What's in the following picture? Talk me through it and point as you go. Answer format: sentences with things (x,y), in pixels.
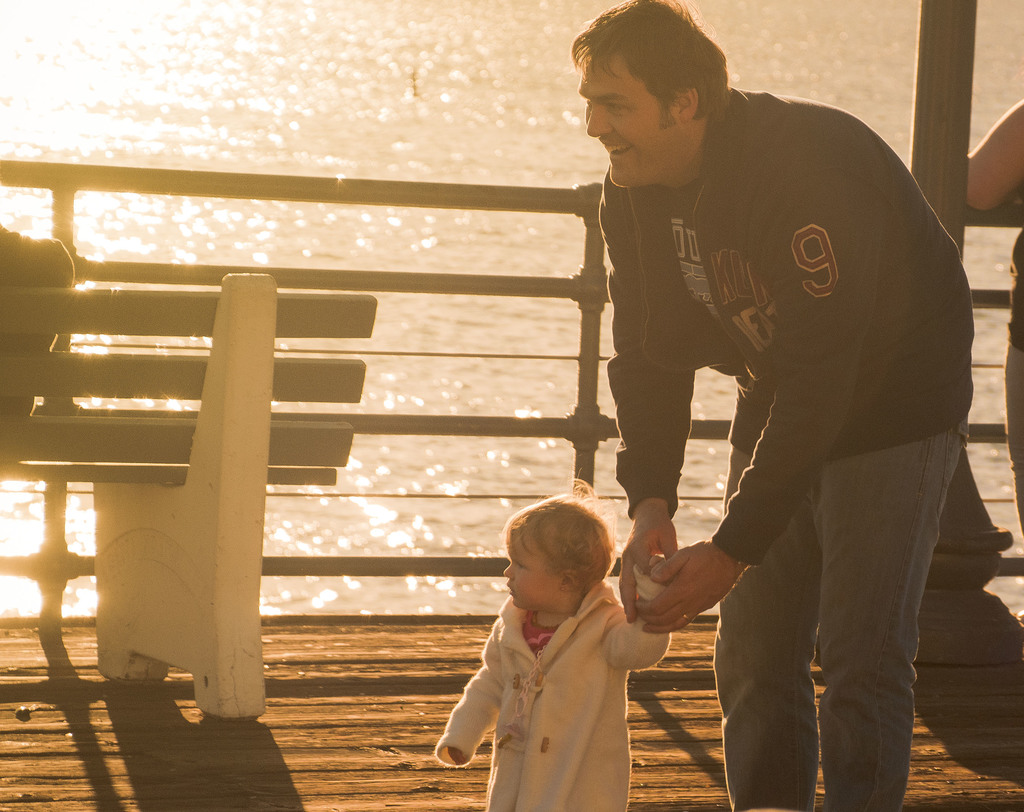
In this image, we can see a person (702,358) smiling and holding a baby (548,702), who is wearing a coat (513,675). In the background (176,299), there is a bench (199,373) and we can see railing (518,280), pole (928,166) and an other person (975,189). At the bottom (347,690), there is wood (342,739). In the background (405,305), there is water (355,85).
